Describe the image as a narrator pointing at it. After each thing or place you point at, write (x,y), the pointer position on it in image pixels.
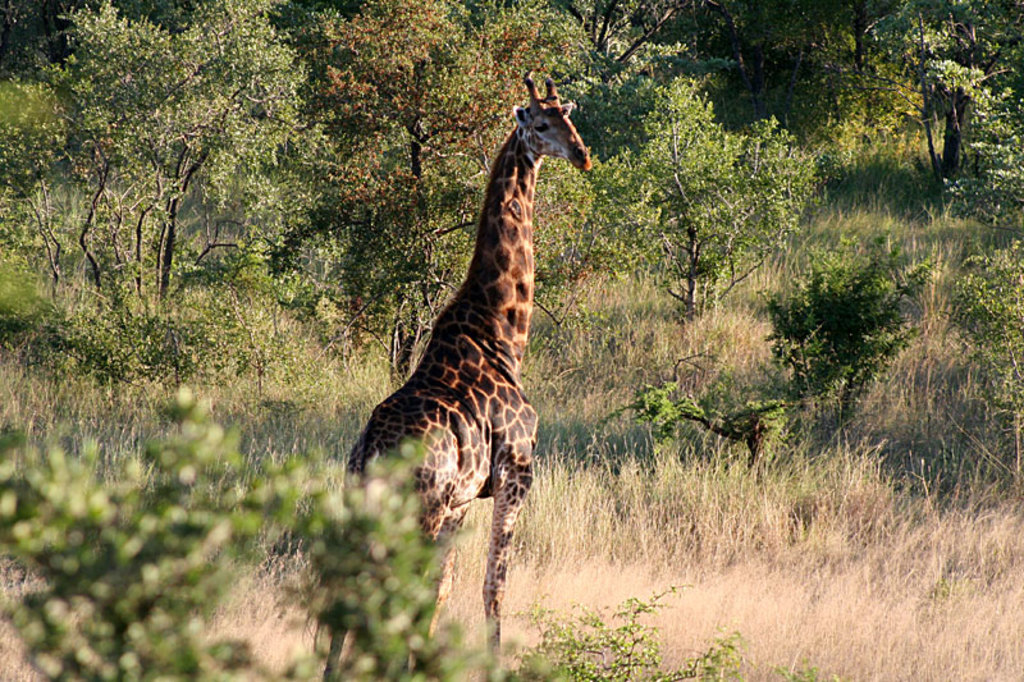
In this image I see a giraffe (530,126) over here and I see the grass (680,328), plants (775,303) and the trees (368,204).
